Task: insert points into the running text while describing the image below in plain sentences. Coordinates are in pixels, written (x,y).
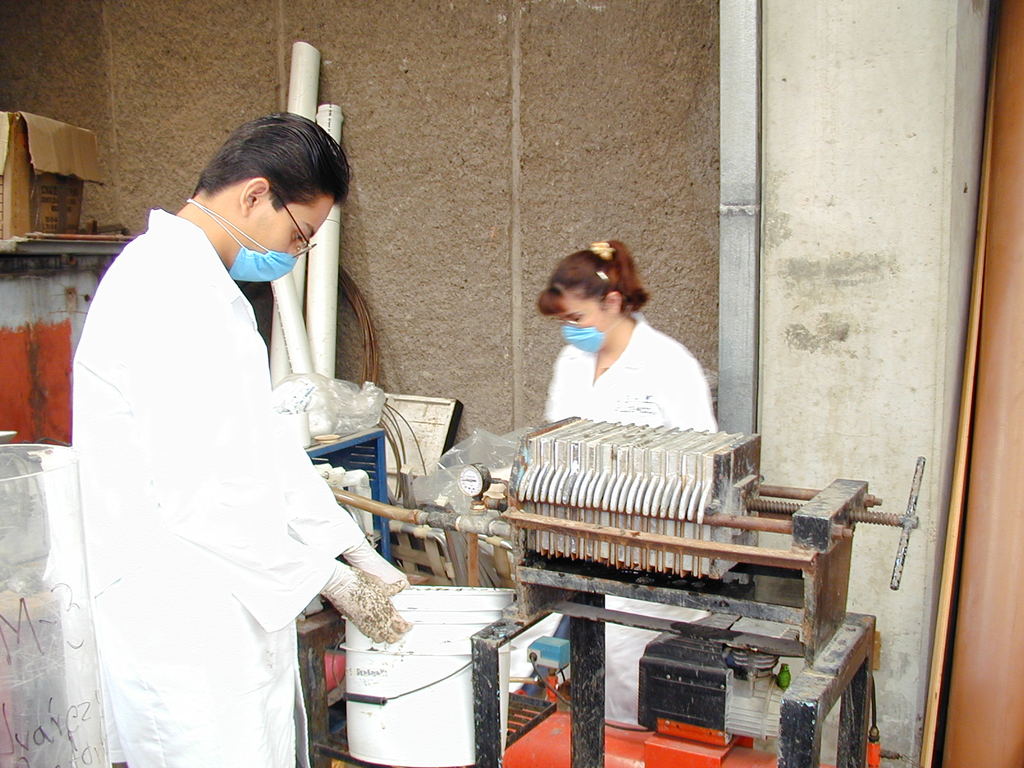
In this image we can see a man (112,585) is standing, he is wearing a white coat (201,485) and holding his hands (372,613) over a bucket (394,646), there is a machine (653,524), there a woman (699,425) is standing, she is wearing a mask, there are pipes (319,319) and some objects (13,245), there is a carton box (27,188), there is a wall (618,193).
